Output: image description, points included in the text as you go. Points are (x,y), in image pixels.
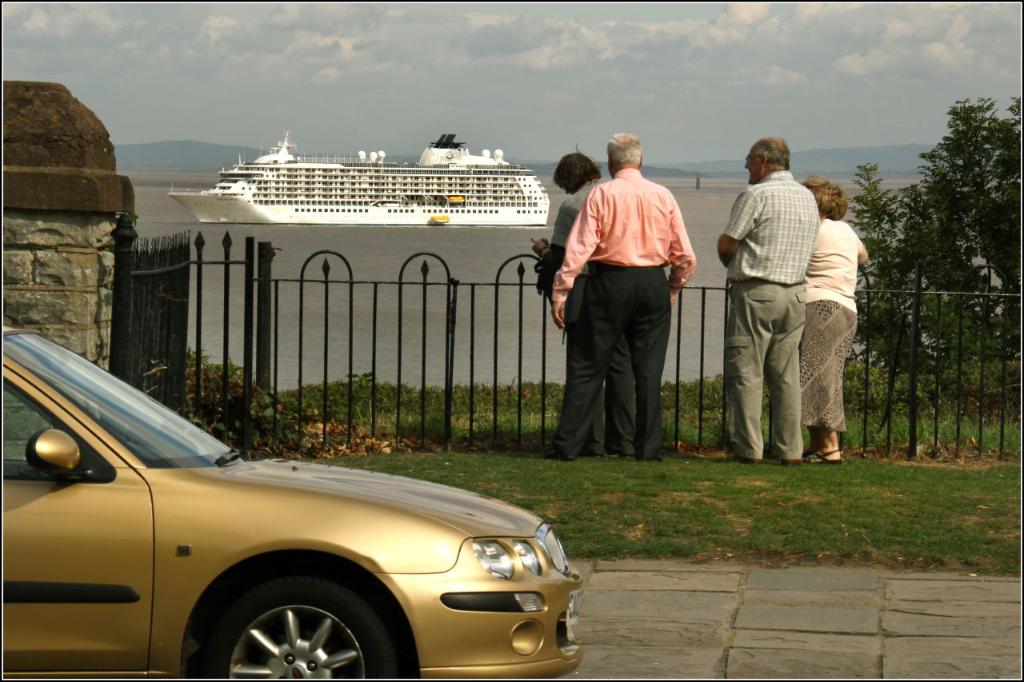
In the image we can see four people (683,286) standing and wearing clothes (642,335). Here we can see a vehicle (199,547) and there is a ship (317,174) in the water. We can even see grass (793,493), trees (967,278), mountain (846,155), fence (536,305) and a cloudy sky (461,68). Here we can see a footpath (726,605).
